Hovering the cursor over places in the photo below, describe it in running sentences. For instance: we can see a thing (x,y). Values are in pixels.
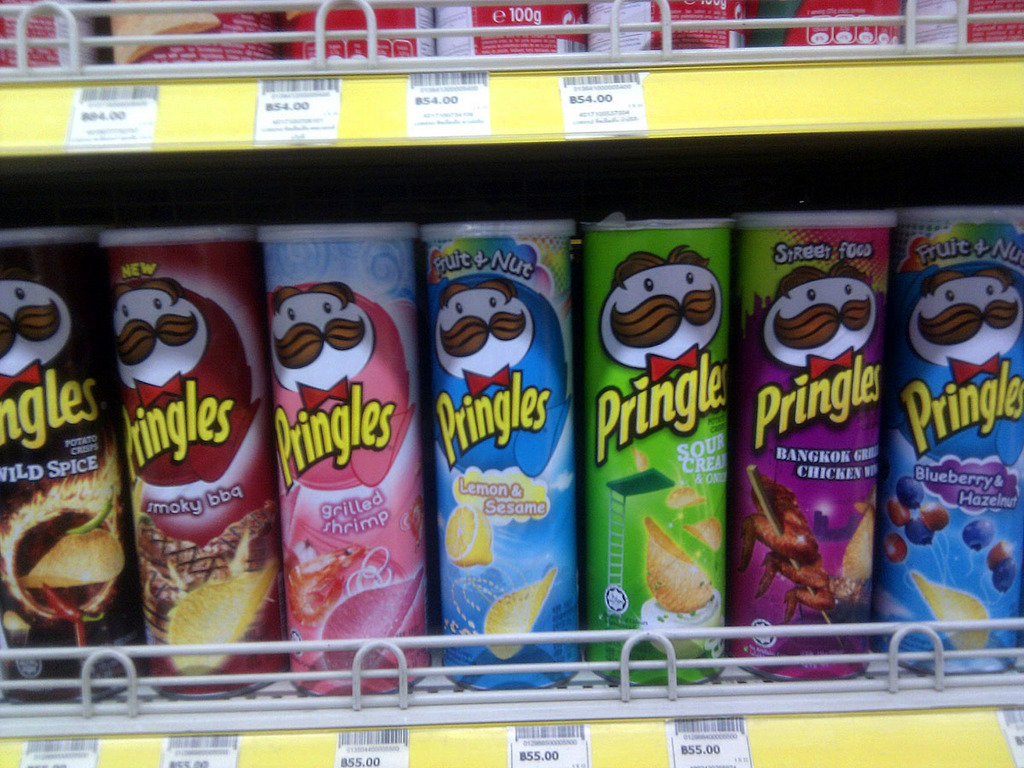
In the image there are some chip cans (1009,427) on racks (167,722).
